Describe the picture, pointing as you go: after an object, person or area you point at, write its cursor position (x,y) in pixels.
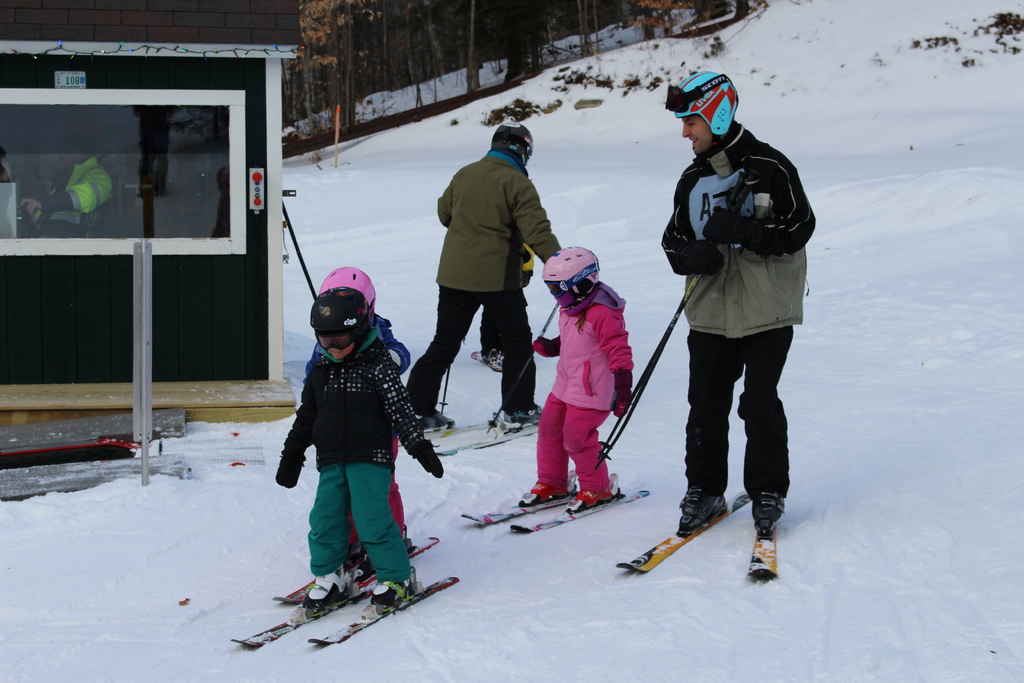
In this picture there are children (314,380) and two men (757,241) in the center of the image (403,387), they are skiing and there are trees (552,32) at the top side of the image (570,38), there is snow (580,223) around the area of the image.
